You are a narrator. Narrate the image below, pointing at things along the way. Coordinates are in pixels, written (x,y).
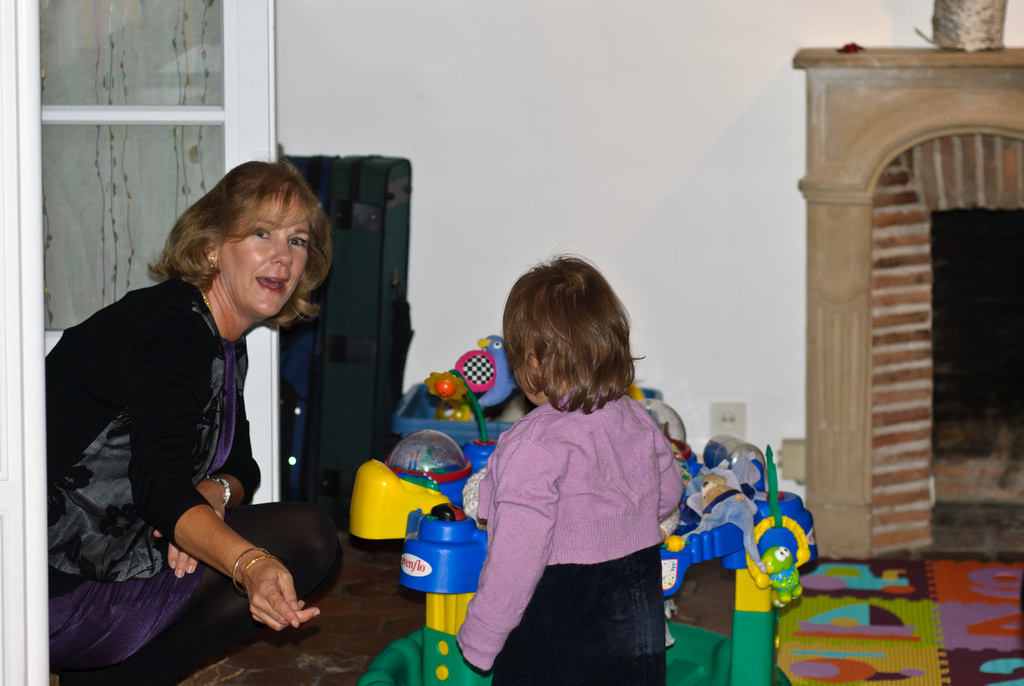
In this image there is a lady (227,520), in front of the lady (212,520) there is a child (544,539) playing with her toys (466,462), which are in front of her. On the right side of the image (855,358) there is a fire place (927,477). Behind the lady (214,359) there is an open door (200,187) and a few objects (352,447) on the floor (367,595).
